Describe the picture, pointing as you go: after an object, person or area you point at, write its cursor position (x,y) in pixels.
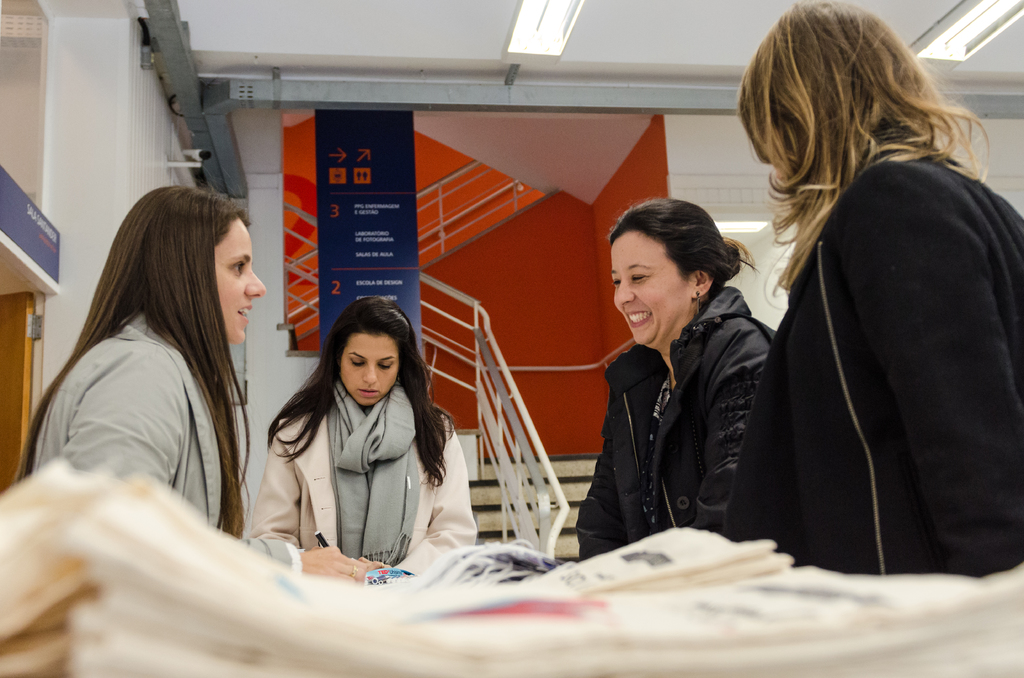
At the bottom of the image (377,635) there are papers (863,668). Behind the papers (95,536) there are few ladies (314,401). Behind them there is a sign board (351,249), railings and also there are steps (511,517). On the left side of the image (10,310) there is a door (6,450). And at the top of the image (949,29) there are lights (961,25) and also there is a pipe (198,119).
